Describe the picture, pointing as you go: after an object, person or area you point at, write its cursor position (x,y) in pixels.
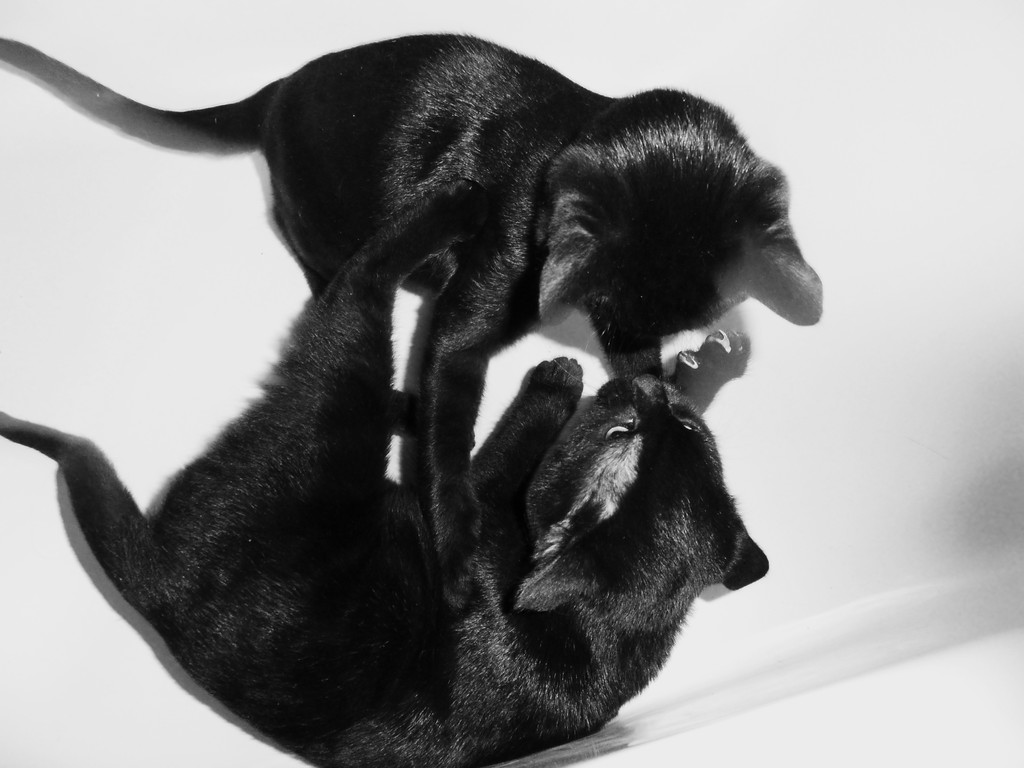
In this image I can see two cats (538,204) which are black in color on the white colored surface (791,449).
